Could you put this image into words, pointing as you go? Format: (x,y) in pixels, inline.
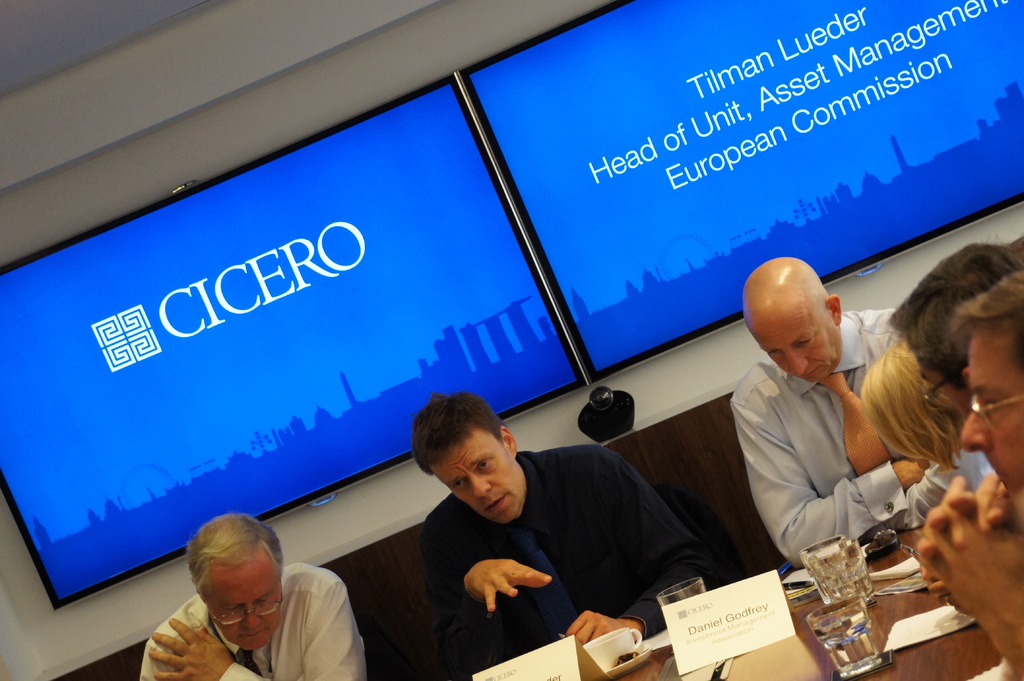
In this image we can see few people (911,469). There are few objects (840,607) on the table (910,654). There are few televisions (751,137) on the wall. We can see some text (313,278) and few animated objects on the screen (754,102).
